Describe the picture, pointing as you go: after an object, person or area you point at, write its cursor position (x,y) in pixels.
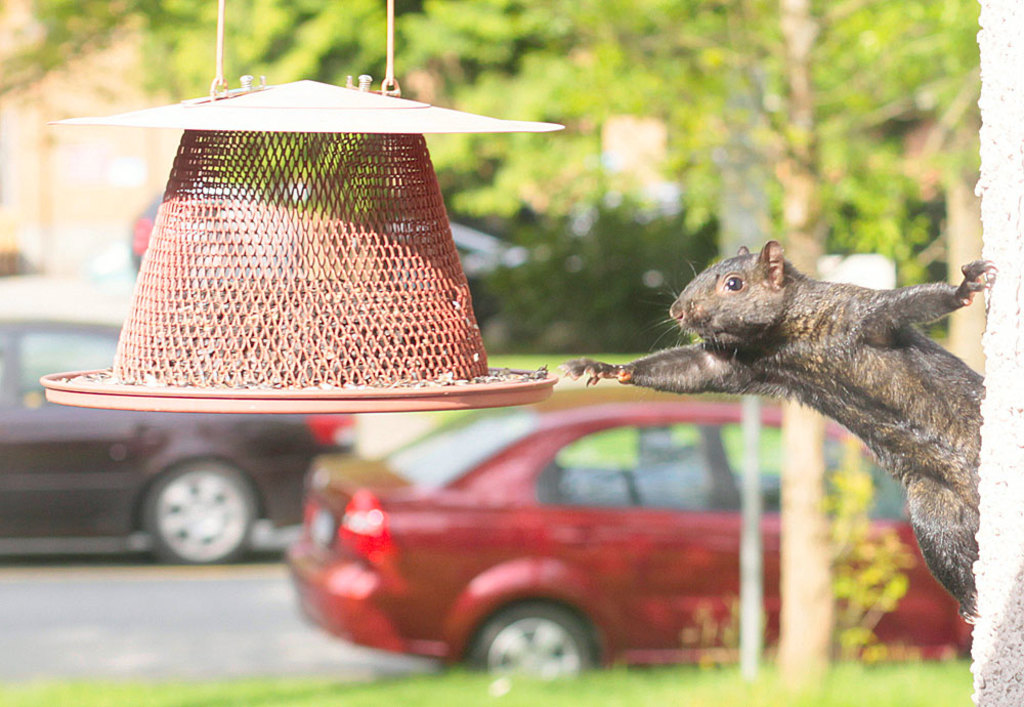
In this picture we can see a squirrel (878,451) on the wall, here we can see an object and in the background (669,566) we can see vehicles (668,547) on the road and trees (861,232).
